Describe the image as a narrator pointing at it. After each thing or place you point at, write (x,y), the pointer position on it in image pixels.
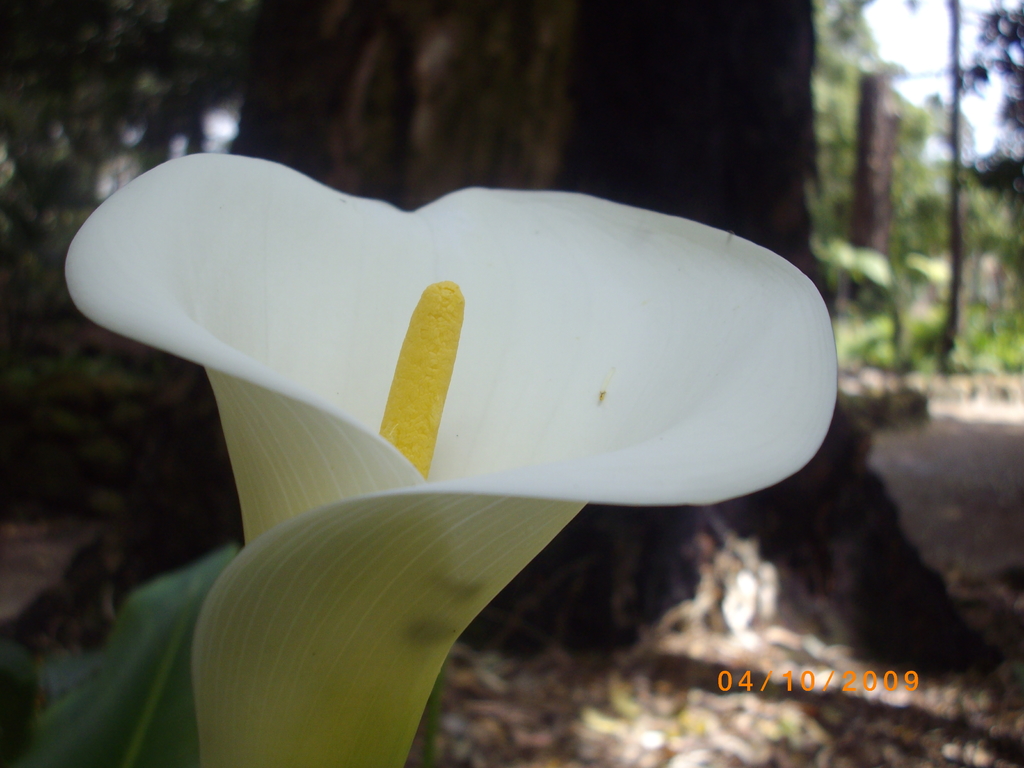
In this image we can see a flower (329,499) which is in white color. In the background (915,27) there are trees (951,31) and sky (930,89).
